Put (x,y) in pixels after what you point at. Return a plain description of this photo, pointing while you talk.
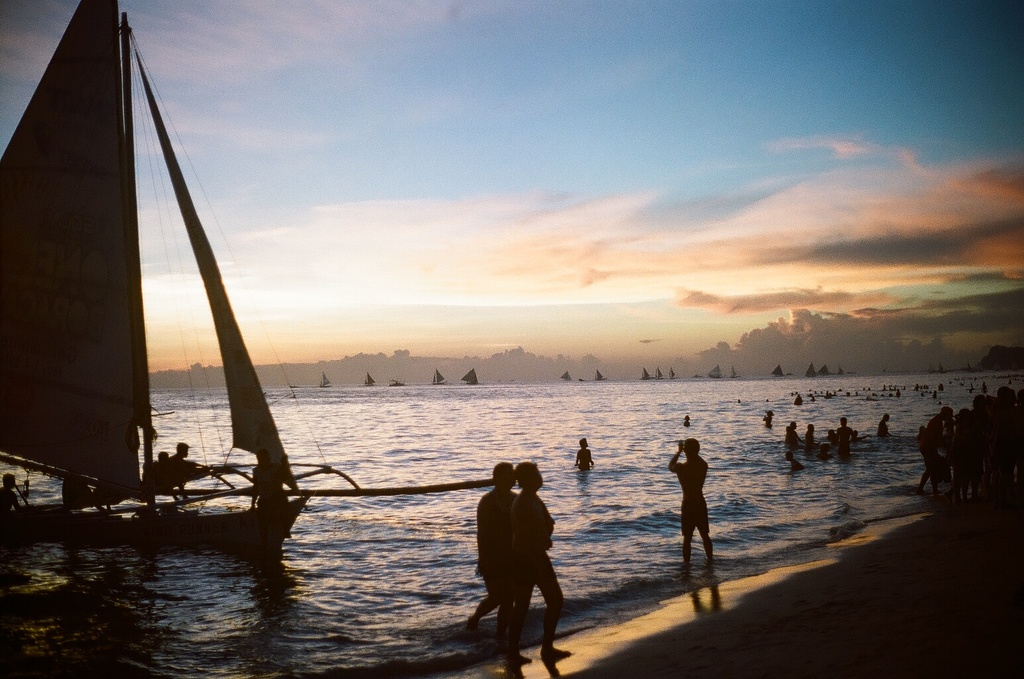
On the right side (994,400), there are persons (997,428) standing near tides (897,485) of the ocean (726,499). On the left side (110,409), there is a boat (205,543) on which, there are persons (180,495). And this boat (285,528) is on the water (297,542) of an ocean (487,431). In the background (854,370), there is a mountain (993,351) and there are clouds (594,275) in the blue sky (532,183).
